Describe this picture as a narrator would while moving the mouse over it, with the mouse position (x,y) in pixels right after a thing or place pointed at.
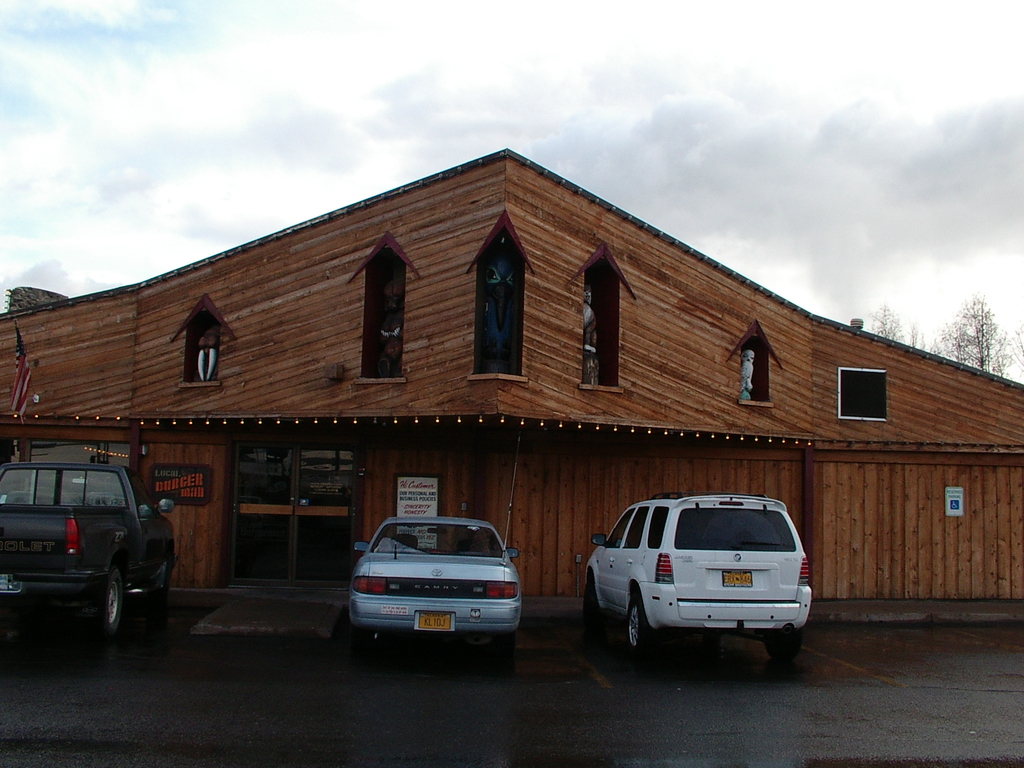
In this image I can see few vehicles (648,535), a brown colour building (479,451), few sculptures (747,389), few trees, clouds (673,164) and the sky (82,196). I can also see few boards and on these boards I can see something is written.
